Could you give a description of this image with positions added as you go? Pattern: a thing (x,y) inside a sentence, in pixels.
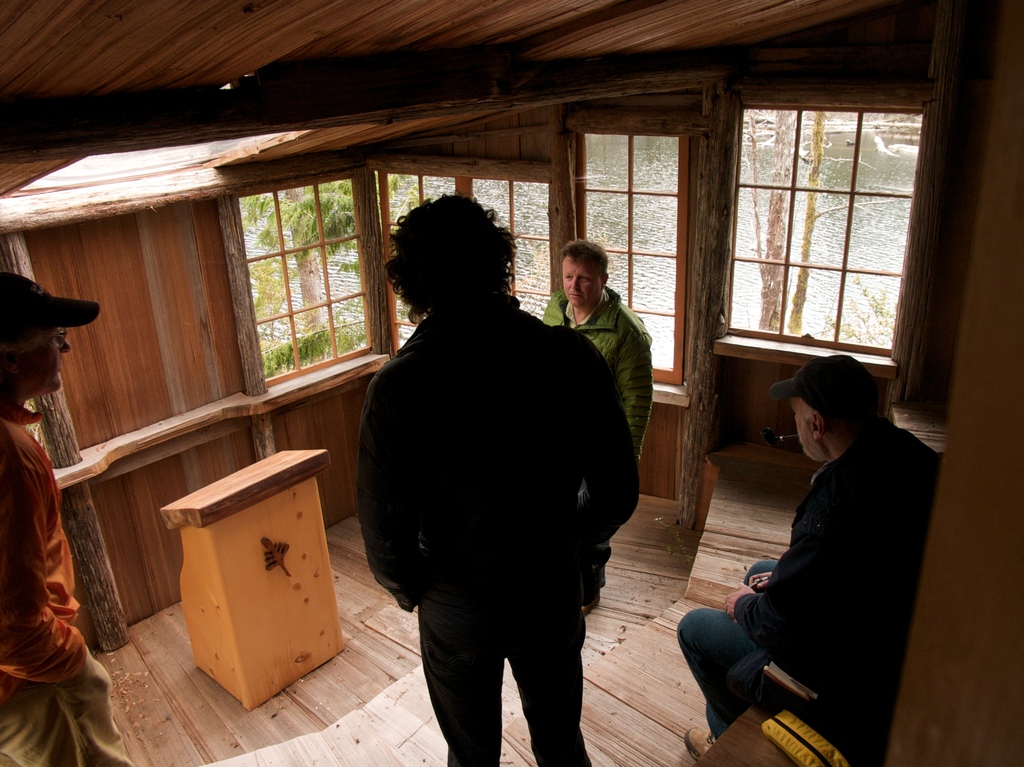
The image is taken in a wooden house (750,554). In this picture there are men (473,499) talking. In the center of the picture (356,280) there are windows (301,236), outside the windows (329,219) there are trees (311,227) and a water body (800,185). On the left (239,584) there is podium (211,571).
